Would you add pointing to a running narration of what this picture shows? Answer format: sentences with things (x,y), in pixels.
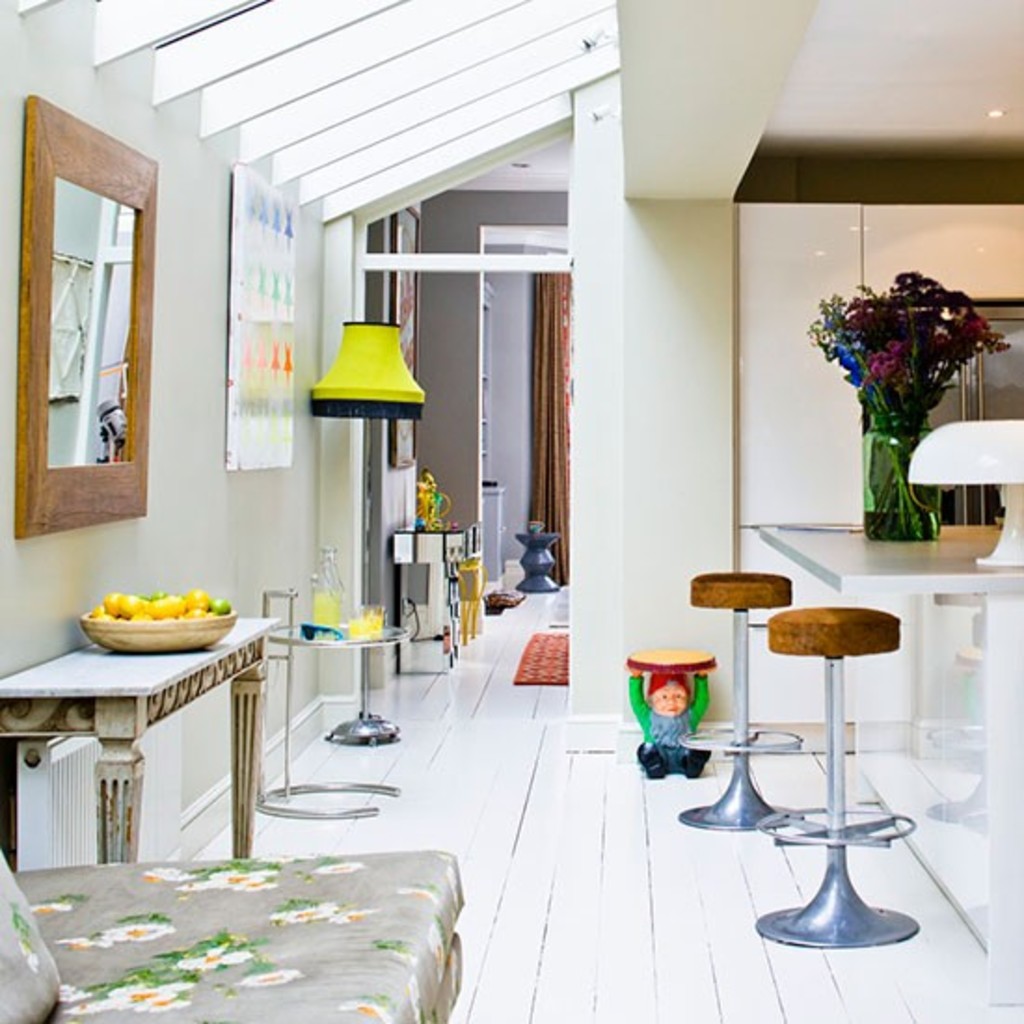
This picture shows mirror (48,121) on the wall (158,375) and we see a table (96,707) with some fruits (189,608) in the basket (171,623) and we see a flower pot (898,403) and couple of stools (829,614) and we see a frame (249,323) on the wall (336,502) and a stand light (364,498) and we see a bed (143,992) on the side and a mat (562,670) on the floor (563,692) and we see a curtain (556,430).
